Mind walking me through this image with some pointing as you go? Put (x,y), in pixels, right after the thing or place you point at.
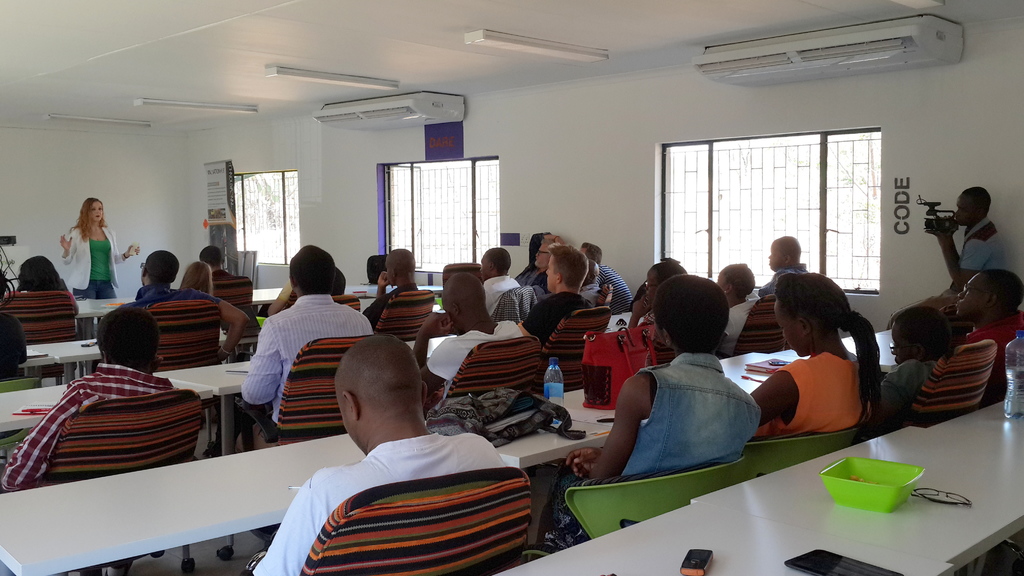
This picture is clicked inside a room (558,167). There are people (674,432) sitting on chairs (429,488) at the tables (237,474). On the table (327,451) there are bags (633,362), bottles (1018,375), spectacles (950,498), bowl (868,472) and mobile phone (829,569). There is a woman (102,253) standing and addressing them. There is person (971,223) to the right corner (972,217) holding camera (932,204) in his hand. In the background (97,153) there is wall (127,159), windows (276,204) and air conditioners (368,120) to the wall (343,139). There are tube lights (306,75) to the ceiling (344,88).
